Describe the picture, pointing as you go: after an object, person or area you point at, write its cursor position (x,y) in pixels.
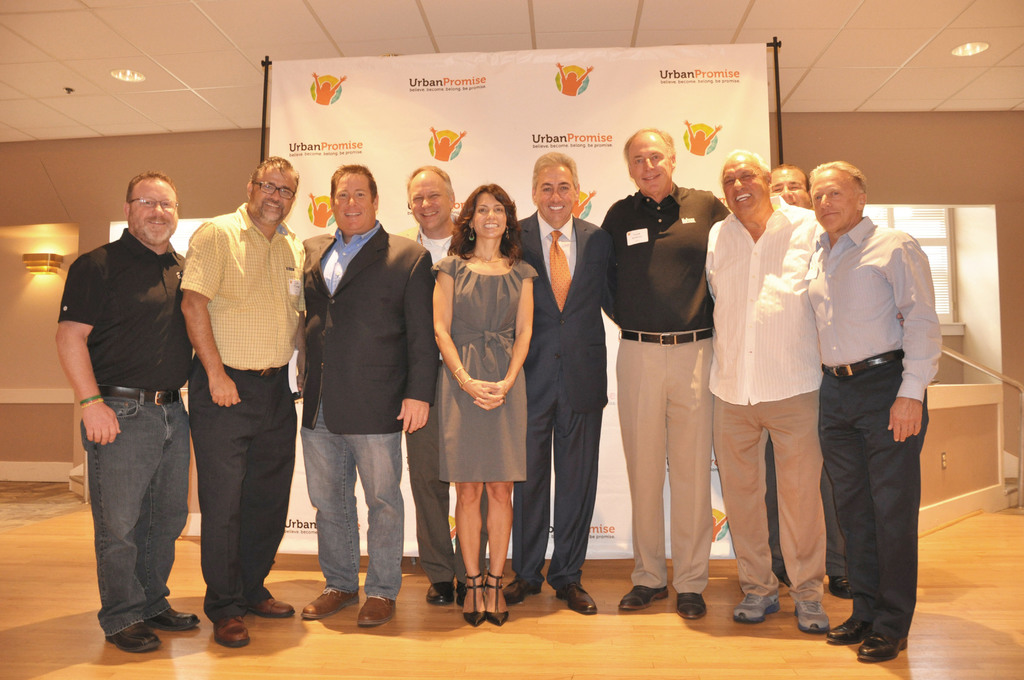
In this image there is a group of men (218,268) standing. In the center (468,329) there is a woman (476,382) standing with them. They all are smiling. Behind them there is a banner (475,106). There are logos (569,92) and text (558,142) on the banner (383,140). Behind the banner (750,131) there's a wall (164,143). There are glass windows (940,240) and light lamps (49,256) on the wall (66,183). At the top (149,29) there is a ceiling (584,21). There are lights (960,48) to the ceiling (219,94). At the bottom (508,660) there is a floor (749,647) furnished with wood (390,662).
